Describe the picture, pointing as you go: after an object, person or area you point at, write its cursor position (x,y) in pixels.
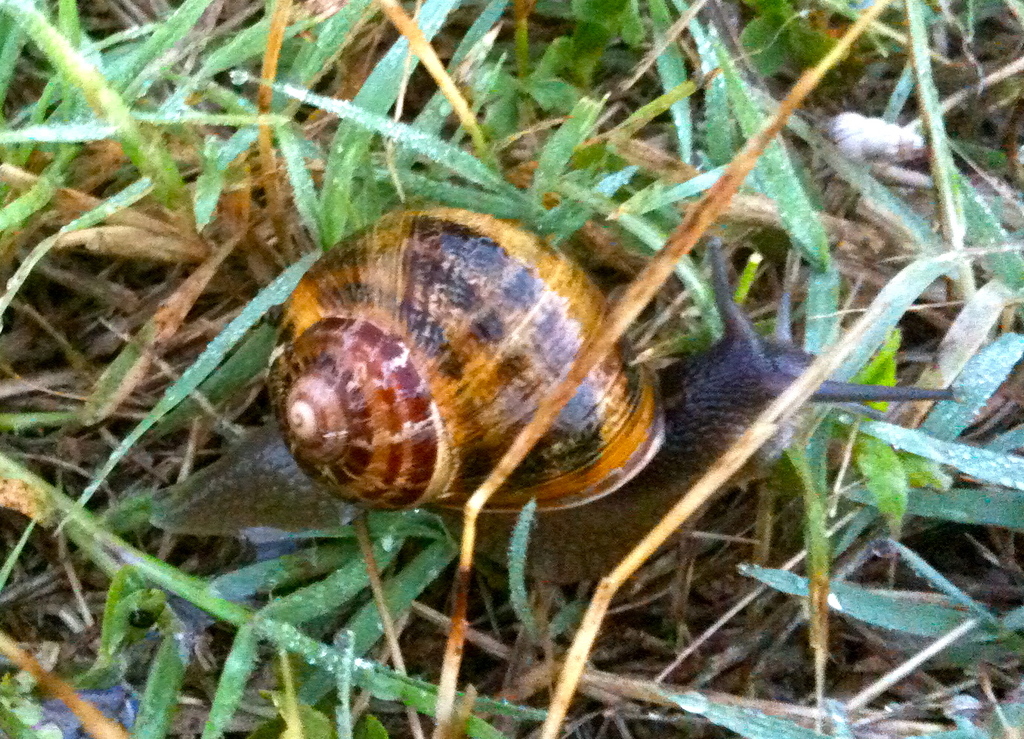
In this picture there is a snail (457,445) on the ground (833,443). At the top (889,111) I can see the green grass (787,182). In the top left (312,100) I can see the water drops (332,104) on the leaves (404,136).
